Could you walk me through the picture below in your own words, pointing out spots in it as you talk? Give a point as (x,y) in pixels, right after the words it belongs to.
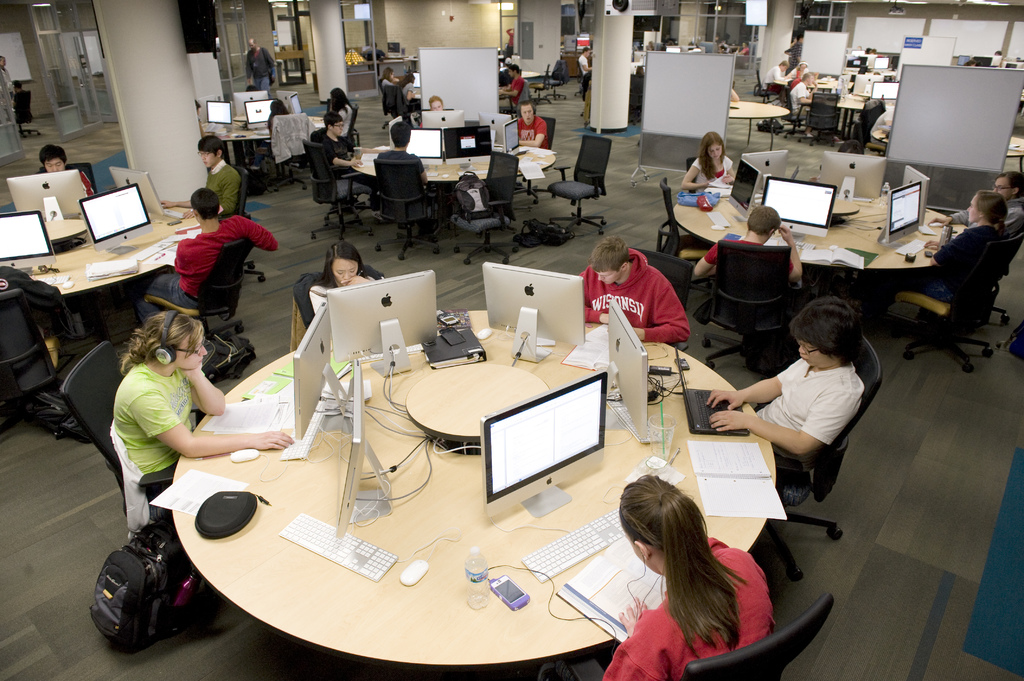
In the image we can see there are people (642,335) who are sitting on chair (734,343) and on table (257,524) there are monitors (644,392).
